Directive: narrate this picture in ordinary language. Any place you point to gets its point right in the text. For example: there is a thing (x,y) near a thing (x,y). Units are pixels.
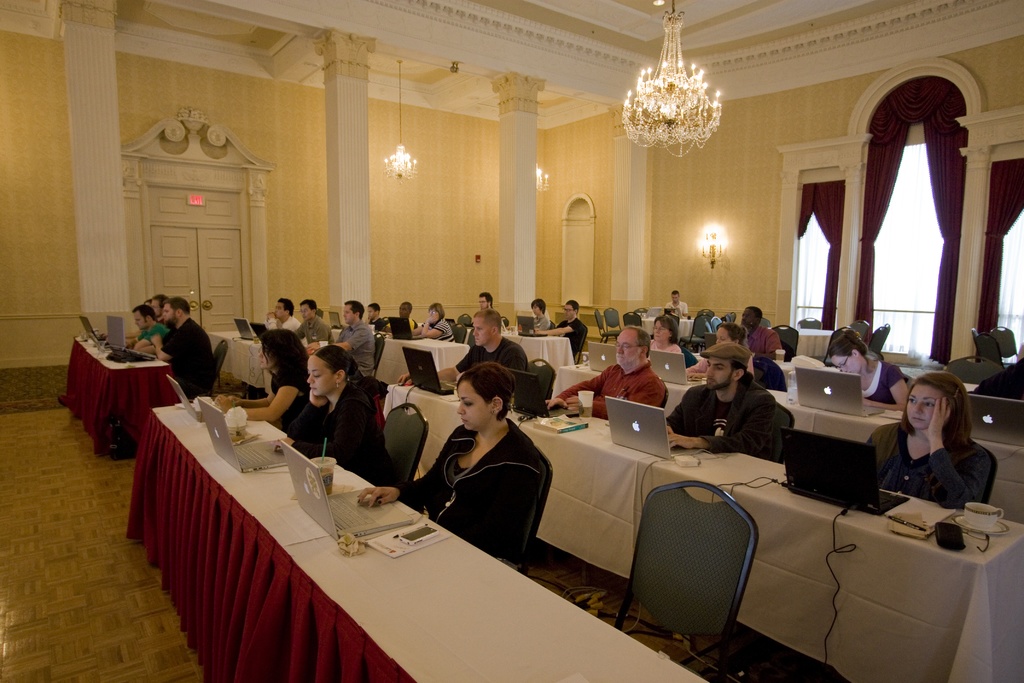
In this picture we can see a group of people (348,303) are sitting on the chair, and in front (353,512) here is the table (408,562) and laptop (343,498) and some objects (327,484) on it, and here is the wall (49,196), and here is the pillar (105,73), and at above here is the chandelier (683,58), and here is the door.
